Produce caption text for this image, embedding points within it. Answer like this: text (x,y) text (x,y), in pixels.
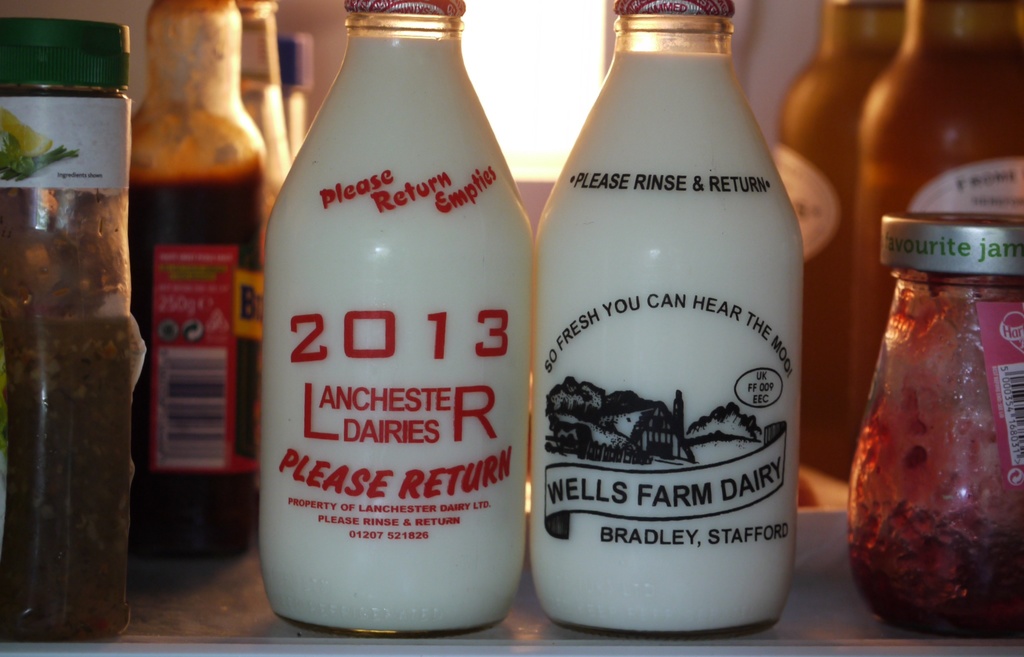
A picture of a bottles (375,519) and jar (877,511).
